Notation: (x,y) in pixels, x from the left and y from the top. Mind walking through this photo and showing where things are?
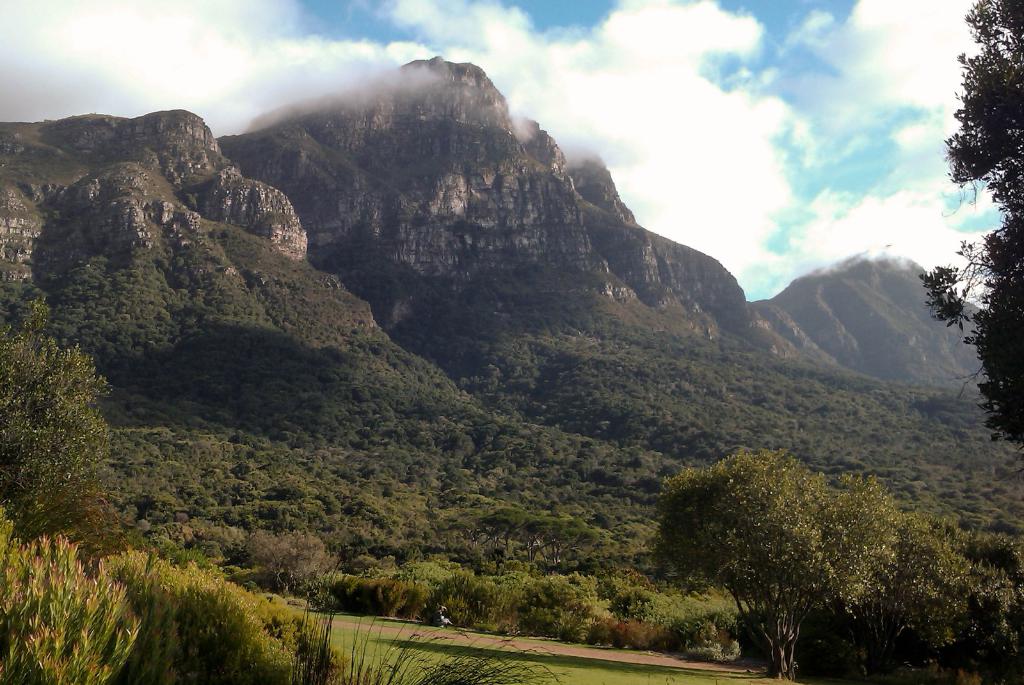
In the center of the image (376,437) we can see mountains (539,221), trees (650,458) are there. At the bottom of the image (539,656) ground (491,660), some plants (327,664) are there. At the top of the image (686,63) clouds (728,126) are present in the sky (728,139).
